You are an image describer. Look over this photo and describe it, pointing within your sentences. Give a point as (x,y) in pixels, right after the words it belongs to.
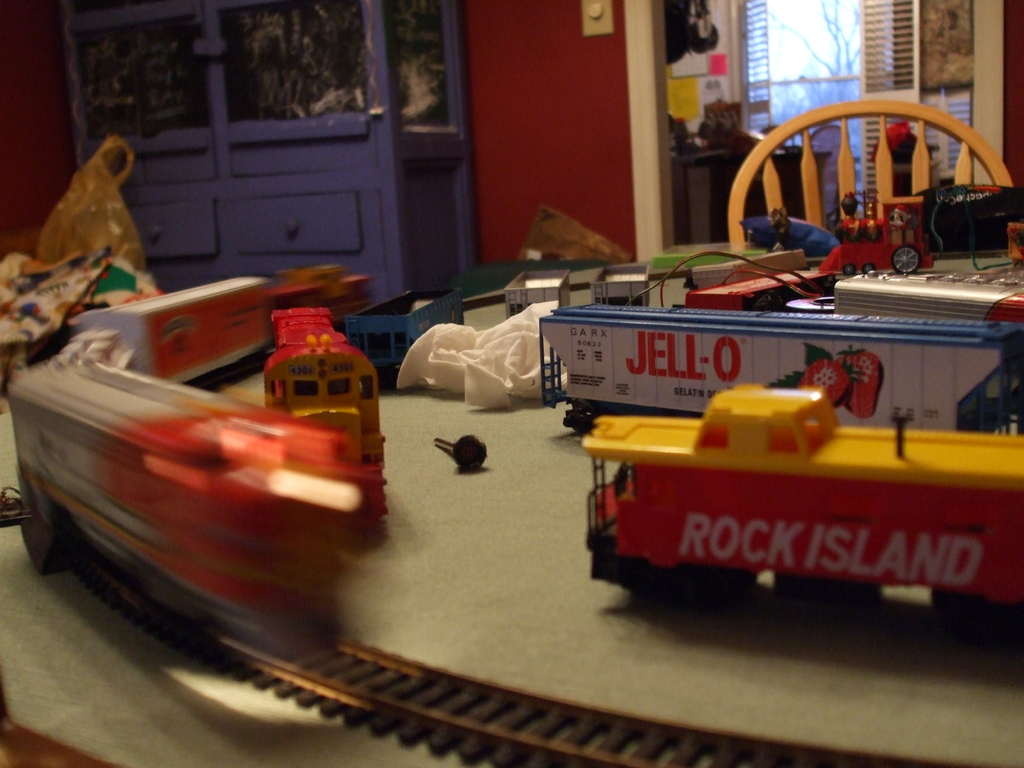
In this image I can see railway track (428,721) and on it I can see toy train (175,422). I can also see few more toy trains (328,402) and on these trains (753,440) I can see something is written. I can also see a white napkin (492,368) and in the background (347,243) I can see drawers (286,218), a chair (962,148) and a tree (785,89) over there.
